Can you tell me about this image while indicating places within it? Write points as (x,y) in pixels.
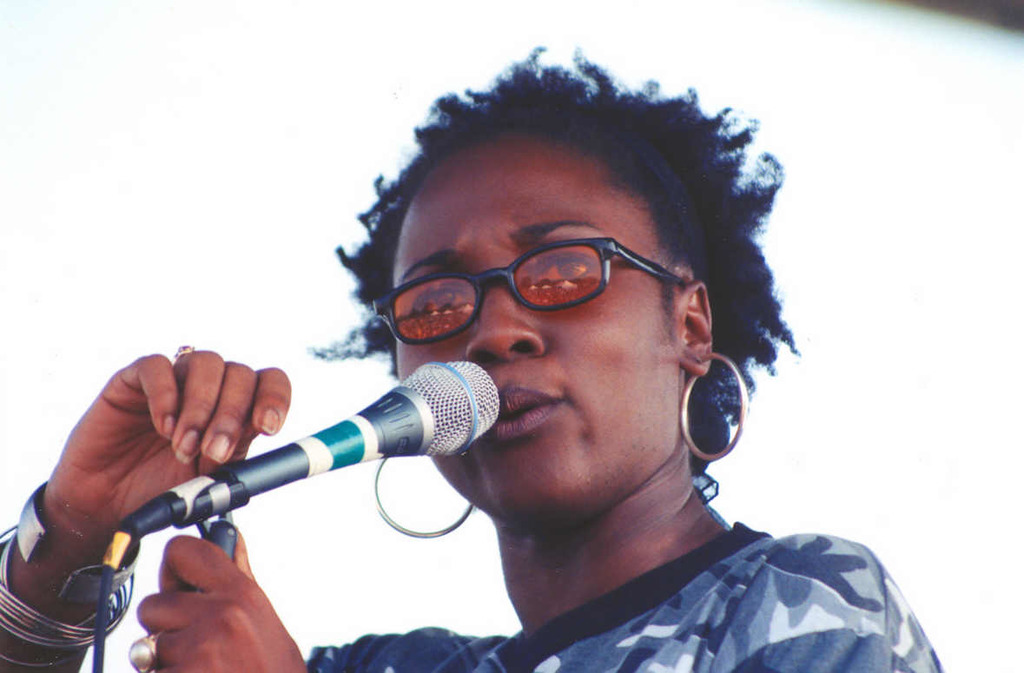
In this picture I can see a woman (561,478) is holding a microphone (389,424). The woman (444,339) is wearing glasses (556,276) and earrings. The background of the image (840,253) is white.
